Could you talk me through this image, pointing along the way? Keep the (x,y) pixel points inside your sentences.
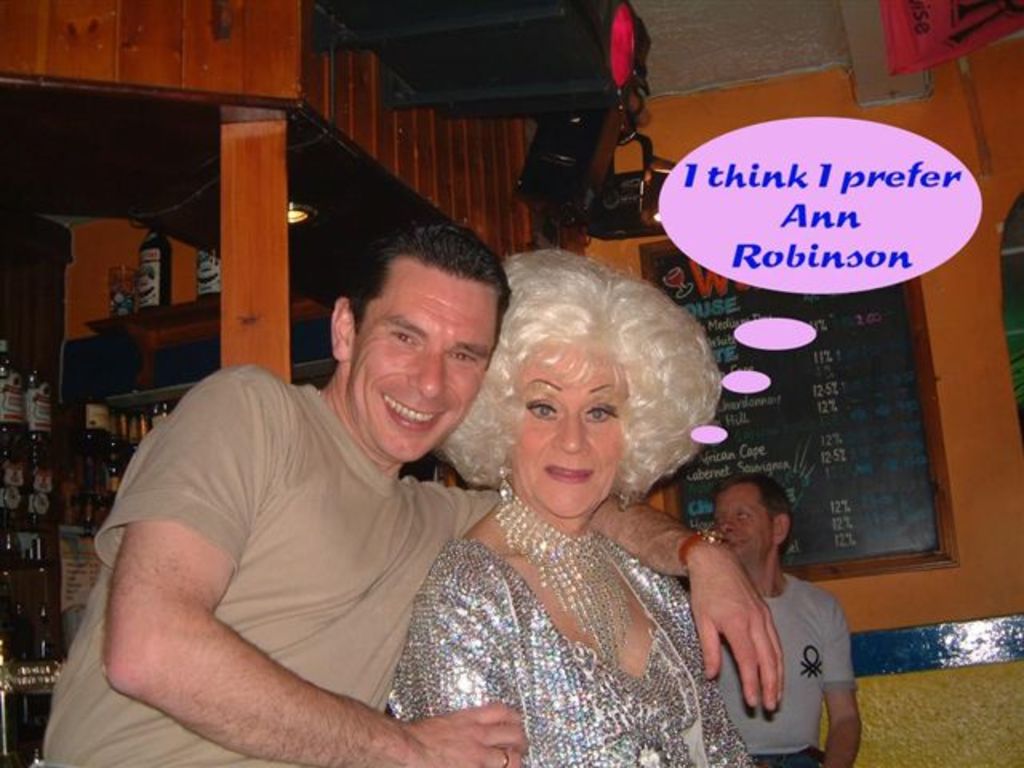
In this picture we can see a man (390,749), woman (407,665), they are smiling and in the background (860,599) we can see a noticeboard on the wall (1000,470), here we can see a person (816,637), bottles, wooden pole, lights (554,180) and some objects (519,180) and some text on it.
